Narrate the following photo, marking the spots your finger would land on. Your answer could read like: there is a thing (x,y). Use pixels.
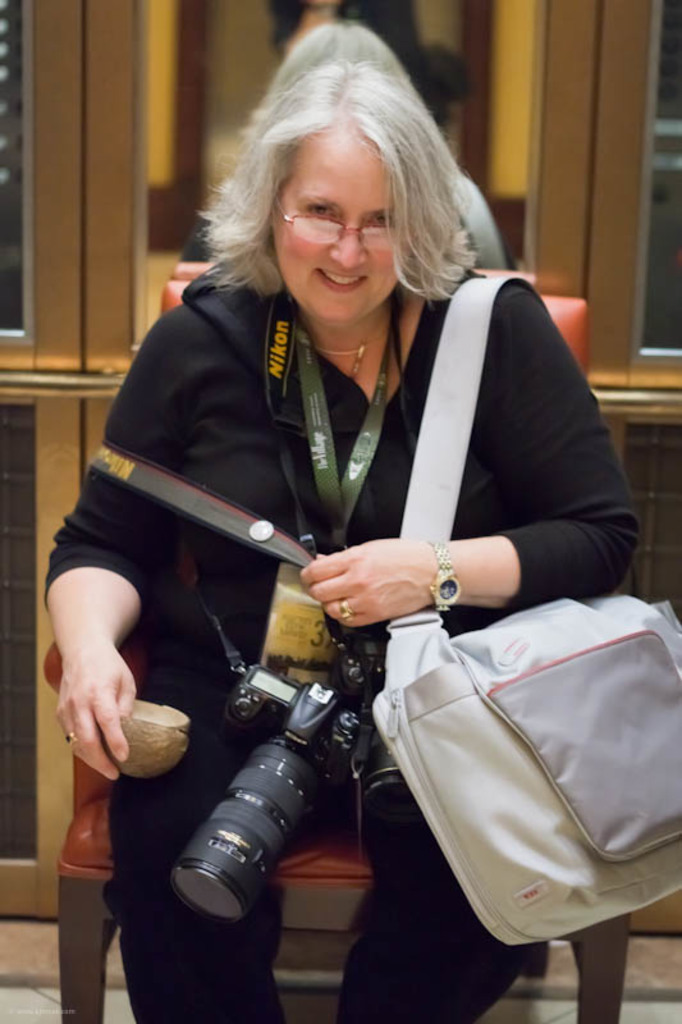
As we can see in the image there is a woman (404,395) wearing black color dress (371,527) and holding a camera (276,740). There is a bag (573,687) and in the background (146,199) there is a mirror (185,103).
